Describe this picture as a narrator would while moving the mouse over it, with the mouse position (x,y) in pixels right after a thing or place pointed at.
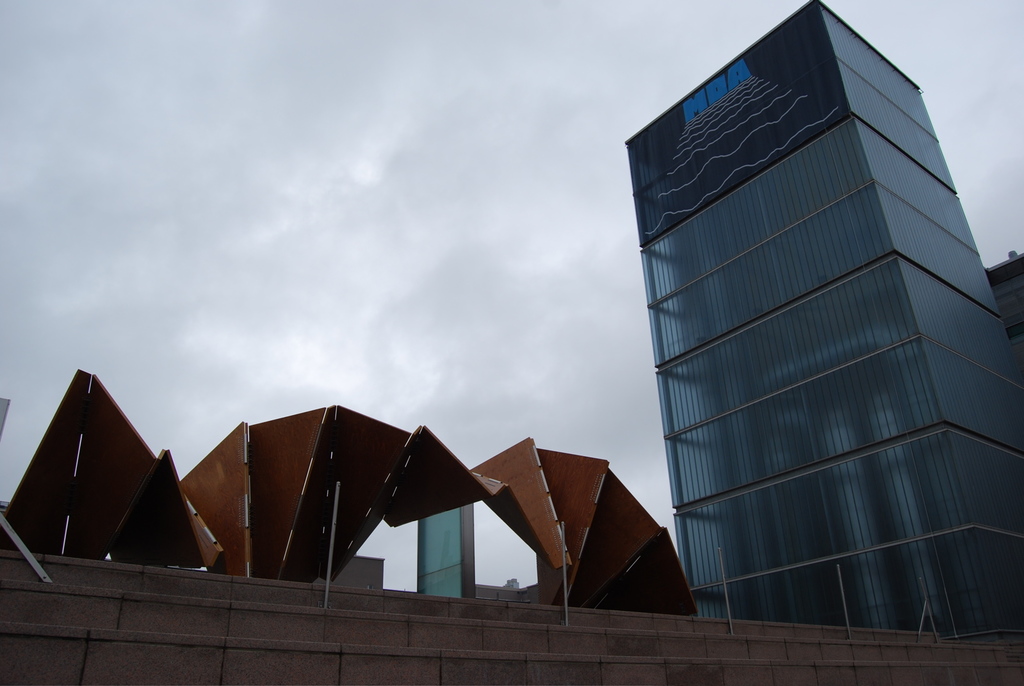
In the image there is a building (780,268) on the right side (779,582) and steps (357,639) on the left side (165,566) with an arch (344,485) and above its sky (363,223) with clouds (251,203).
